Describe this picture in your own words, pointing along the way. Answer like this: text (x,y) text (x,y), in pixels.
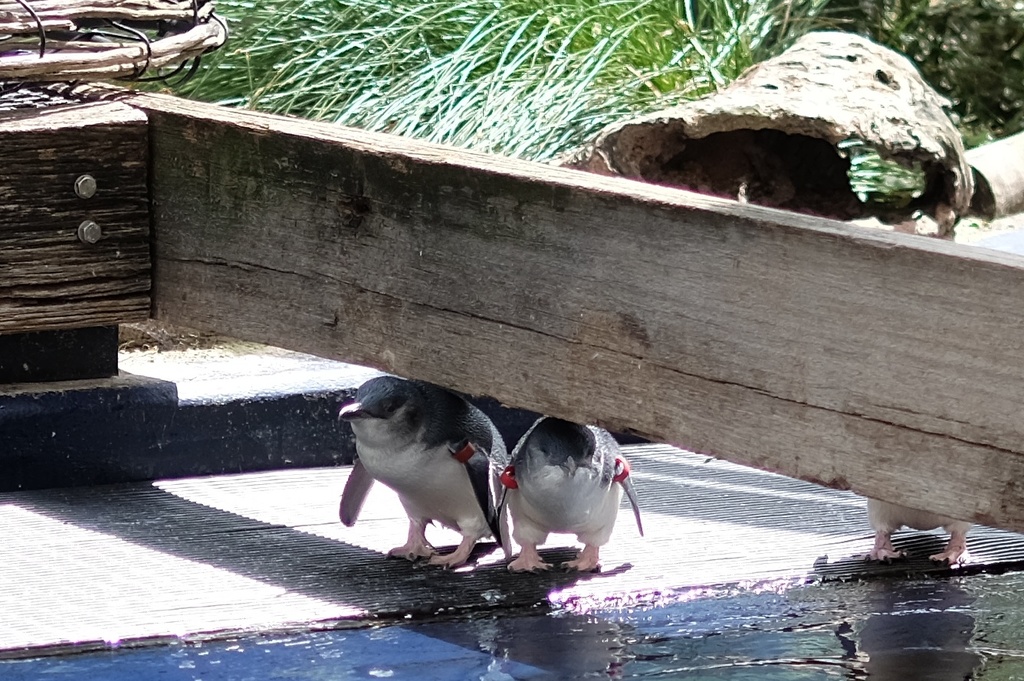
In this picture there are three little penguins (464,480) and there is a wooden object (513,261) above it and there is grass (591,65) in the background (567,51).
